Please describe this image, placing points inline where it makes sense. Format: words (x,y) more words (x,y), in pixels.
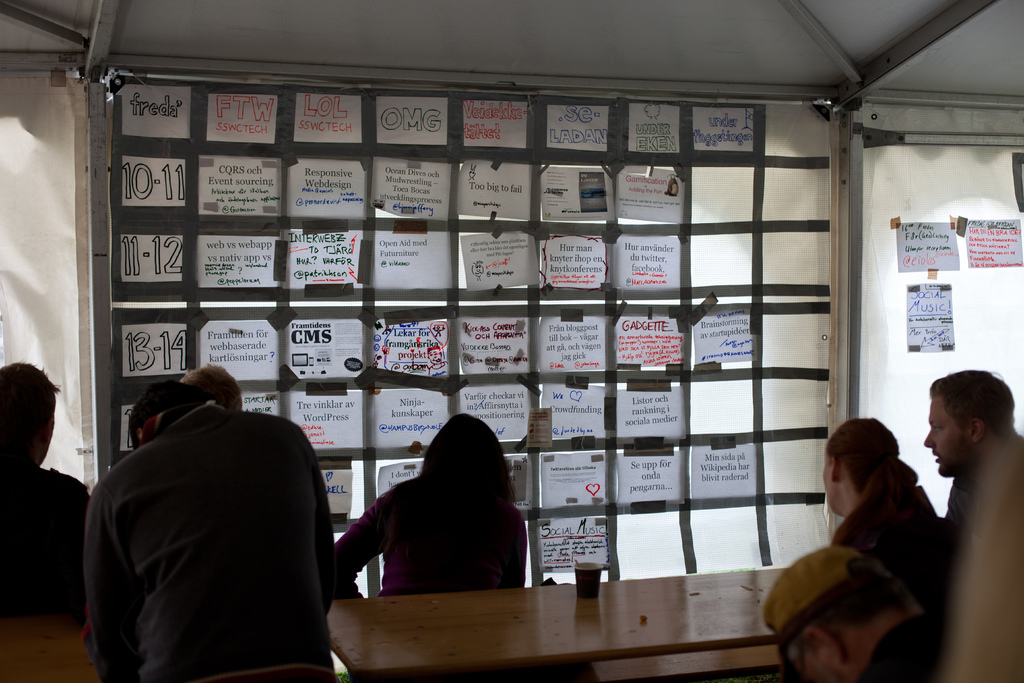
The picture is taken inside a tent (745,54), to one side there are some posters (671,408) stick, some people (920,580) Standing and reading the quotations (650,400) there is also a table (634,628) in front of them with a cup (596,577) on it.
